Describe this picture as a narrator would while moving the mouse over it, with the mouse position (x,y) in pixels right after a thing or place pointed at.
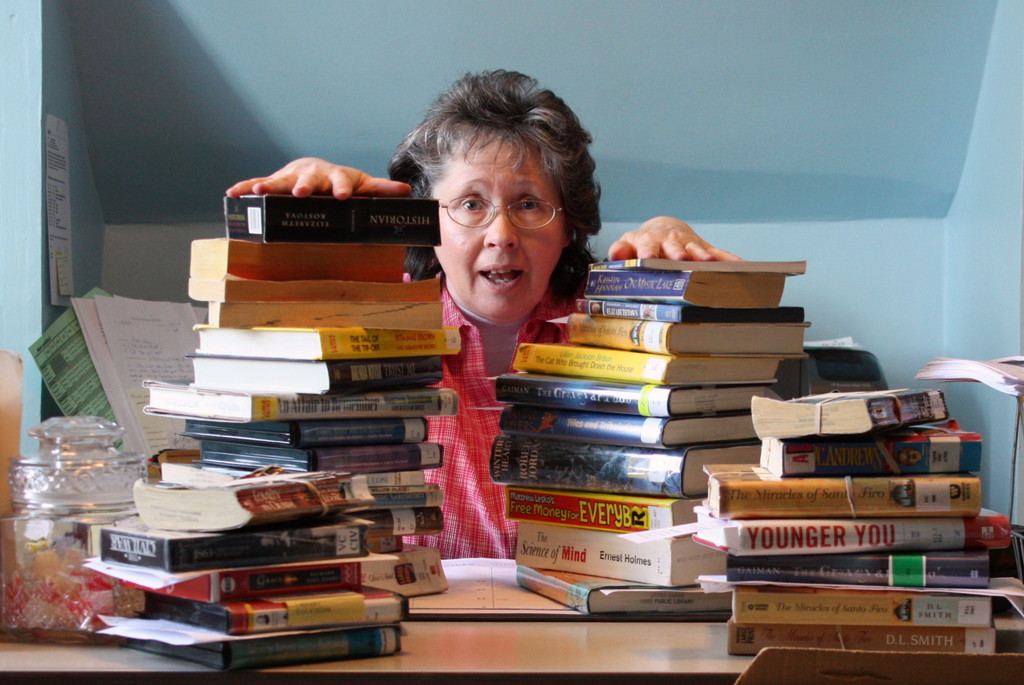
In this image we can see the rows (294,322) of books (736,436) and a person (520,291) from the behind touching them. In the background (154,217) we can see walls (745,76) and a pet jar (59,579) with candies (51,593).
